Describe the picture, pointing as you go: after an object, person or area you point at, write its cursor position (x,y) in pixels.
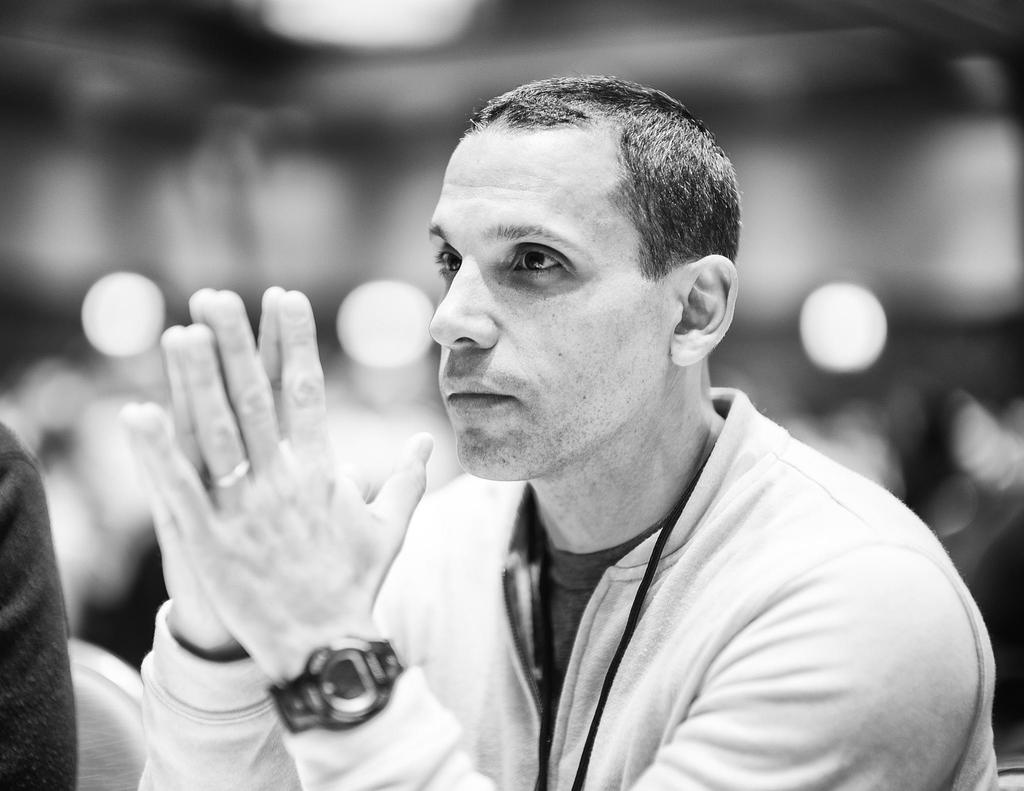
This image is a black and white image. In this image the background (417,372) is blurred. On the left side of the image (53,681) a person (66,694) is sitting on the chair (94,746). In the middle of the image (519,444) a man (414,608) is sitting on the chair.
